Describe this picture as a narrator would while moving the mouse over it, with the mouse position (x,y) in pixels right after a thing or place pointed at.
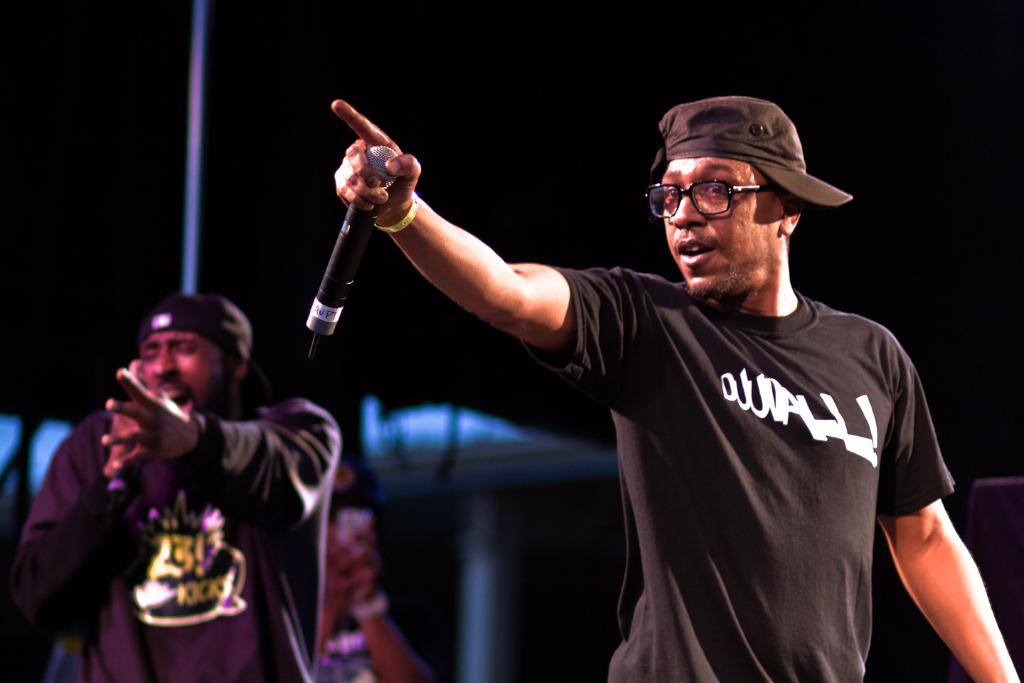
In this image there are two people (686,611) in which one of them is holding the mic (348,203) and the other is singing.
